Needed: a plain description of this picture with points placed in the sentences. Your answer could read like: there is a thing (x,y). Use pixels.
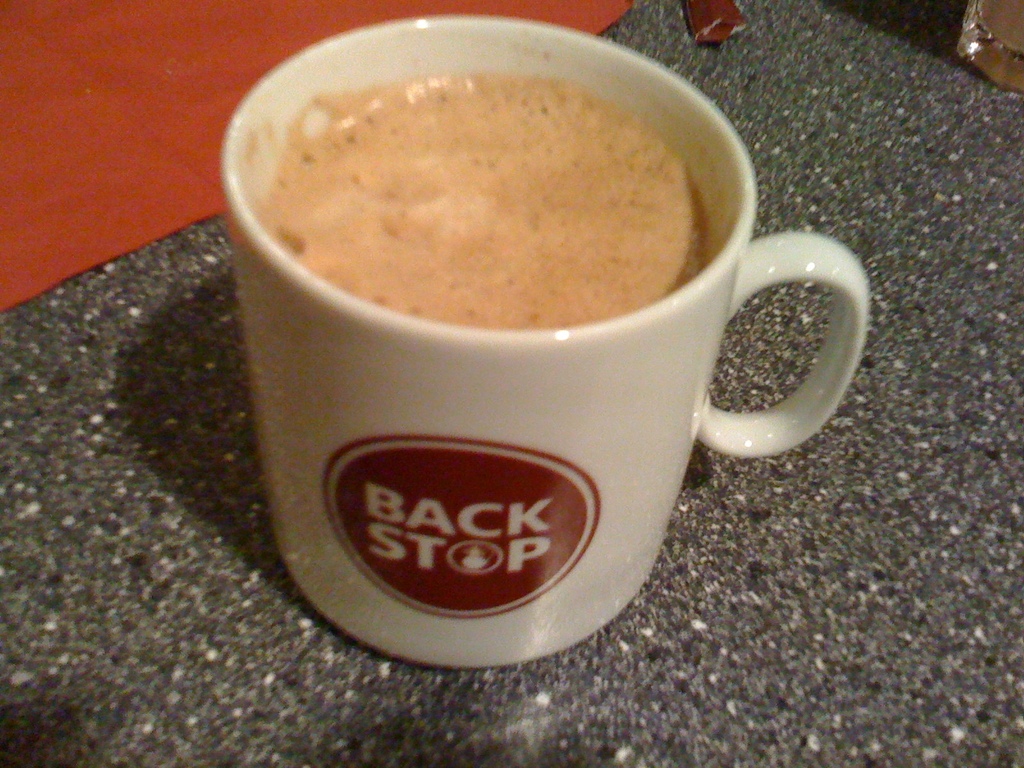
In this image there is a coffee cup (569,259), on a stone surface (774,119), on the top left (118,138) there is a cloth (273,49).
